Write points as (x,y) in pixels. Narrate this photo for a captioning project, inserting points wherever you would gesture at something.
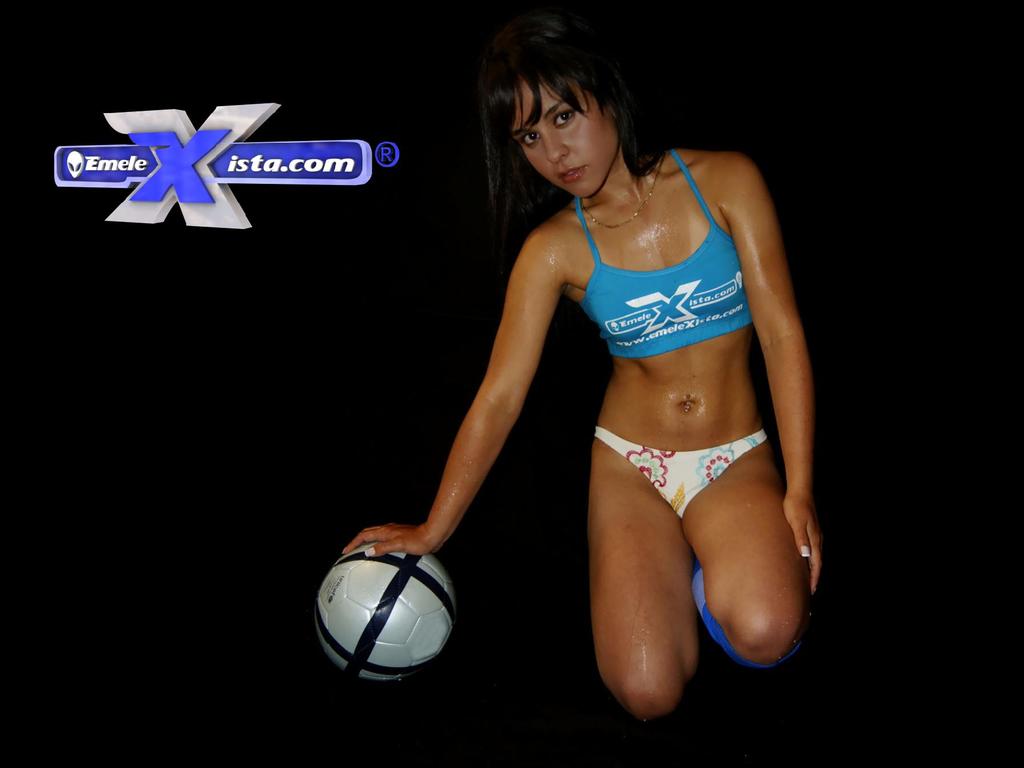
In the image a woman (694,494) is kneeling on the floor (383,700) and holding a ball (399,673). Behind her there is a banner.
